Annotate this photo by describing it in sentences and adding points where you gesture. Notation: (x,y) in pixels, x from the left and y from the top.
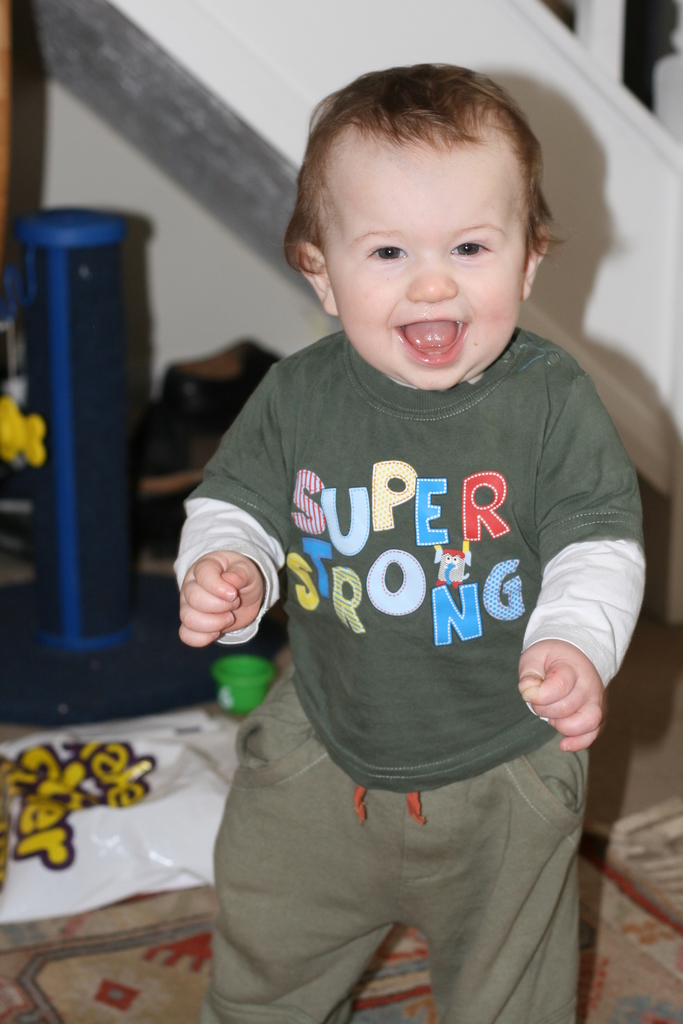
In the background (249,250) we can see the wall (284,298), it seems like a shoe rack (188,455) and few objects (52,351). In this picture we can see a kid (326,107), standing and laughing. On the floor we can see the floor carpet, cover (159,791) and a green object (256,670).
